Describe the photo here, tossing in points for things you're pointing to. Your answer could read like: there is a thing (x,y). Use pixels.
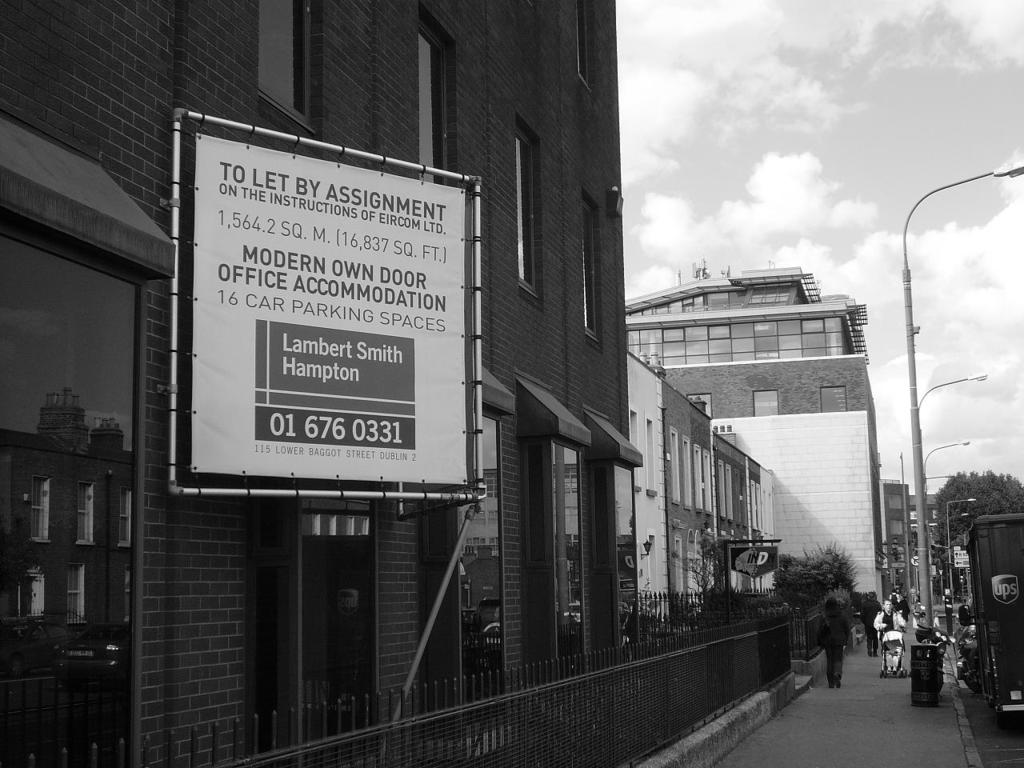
This is a black and white image. To the right side (986,644), I can see few vehicles (975,655) on the road (974,707). Beside the road (974,733) I can see some street lights (918,604) on the footpath (886,714) and few people (879,628) are walking here. To the left side (312,618) there are some buildings (641,560) and I can see a white color board (302,269) is attached to a wall (88,113). In front of this building (372,665) I can see a fencing (633,699). On the top of the image (793,94) I can see the sky (733,87) and clouds (663,67).
